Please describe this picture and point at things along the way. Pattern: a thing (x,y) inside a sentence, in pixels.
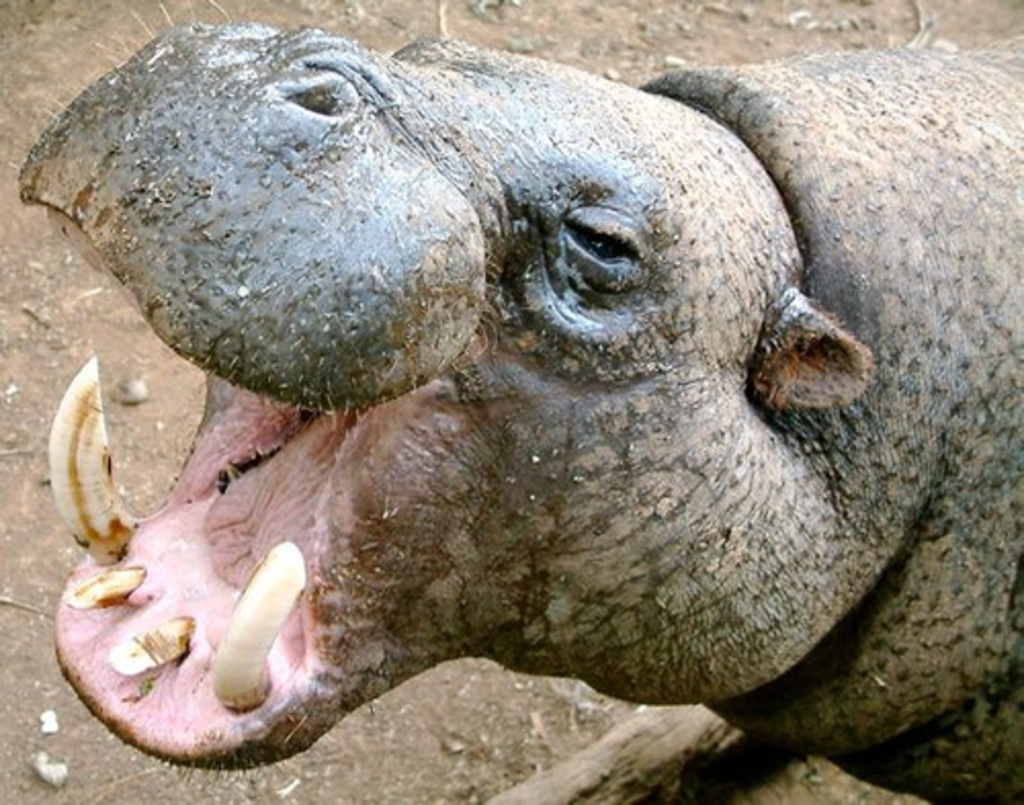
This picture shows a hippopotamus (593,485). it is black and light brown in color.
